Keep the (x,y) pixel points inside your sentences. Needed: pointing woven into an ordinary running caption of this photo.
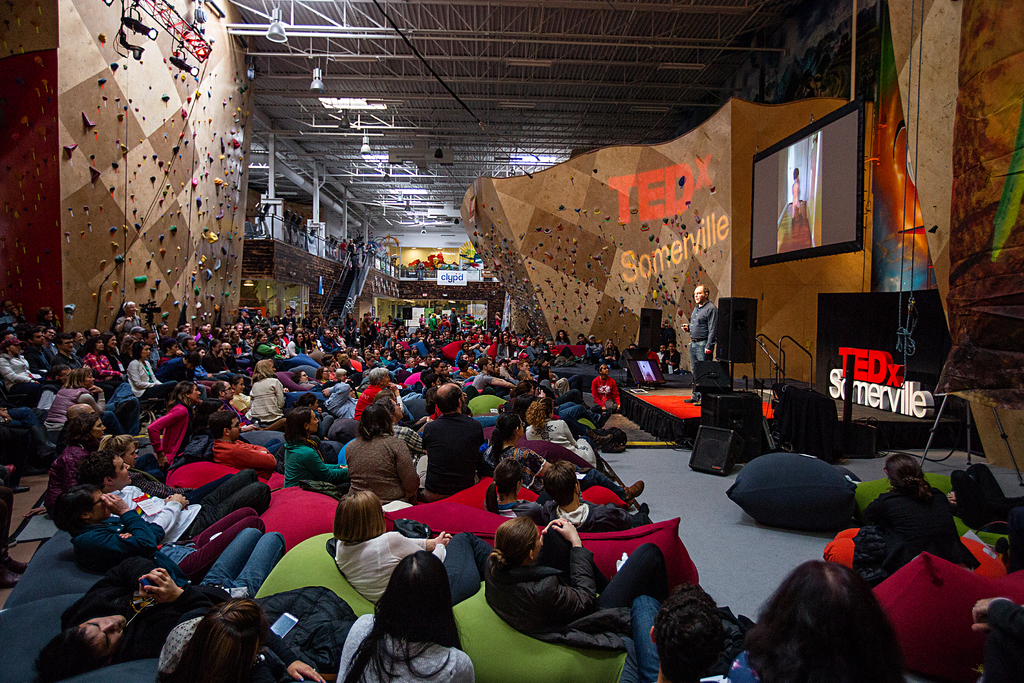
In the picture we can see a group of people (878,632) are sitting and laying and watching the screen (831,146) and some person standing near to it and to the ceiling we can see some iron poles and lights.
